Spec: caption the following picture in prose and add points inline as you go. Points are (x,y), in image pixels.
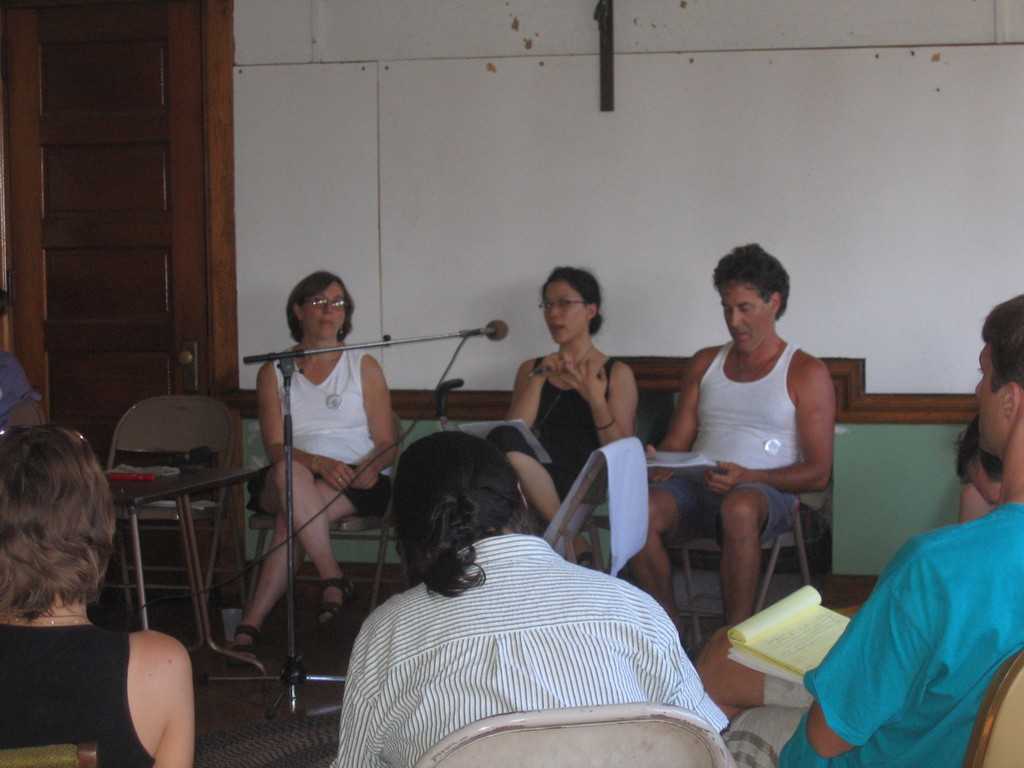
The picture is taken in a room (872,373). In the foreground of the picture (733,628) there are people (537,416) sitting in chairs (589,767). Many are holding notebooks (670,457). In the center of the picture (358,345) there is a mic (464,337). On the left (158,504) there is a table (144,499) and chair (174,408). At the top left (98,157) there is a door (187,229). At the top (515,121) it is wall (611,156) painted white.
